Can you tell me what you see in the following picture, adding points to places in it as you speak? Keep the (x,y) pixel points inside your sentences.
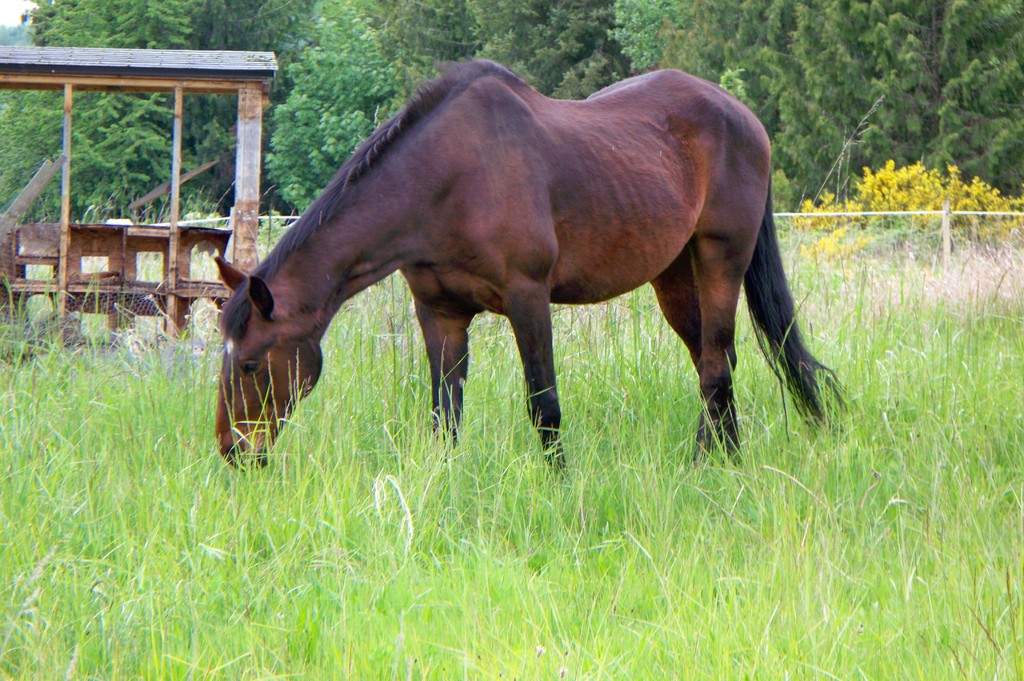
In this image there is a horse (453,414) standing on the grass (520,432), and at the background (286,19) there is shelter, plants (848,201), trees (873,14), sky (14,9).
